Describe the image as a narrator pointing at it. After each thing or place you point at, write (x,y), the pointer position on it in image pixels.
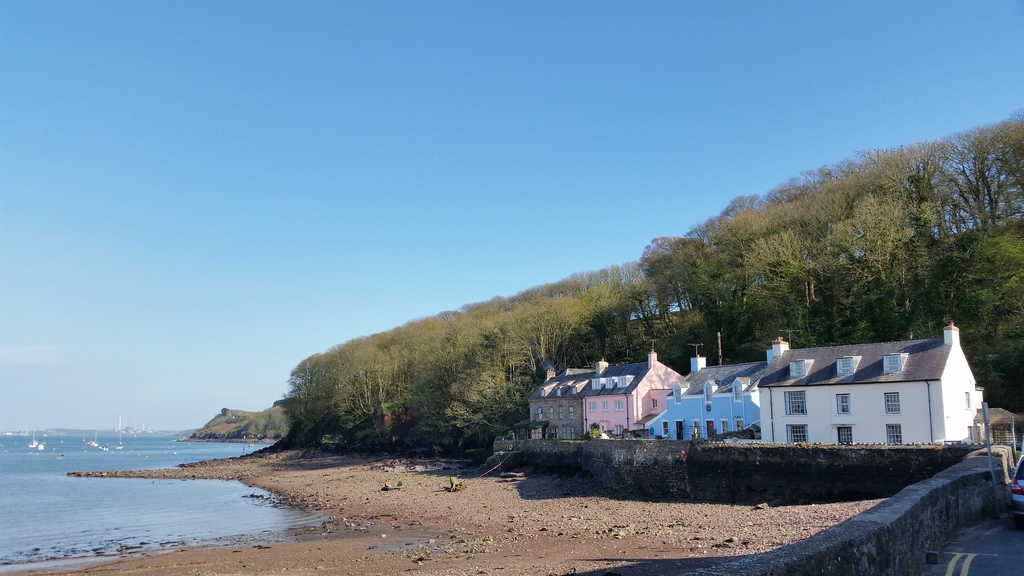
In this image I can see houses (810,401) and windows (787,394). Back Side I can see trees (512,315) and water (110,495). I can see vehicle (1017,516) on the road (982,528). The sky (556,6) is in blue color.
